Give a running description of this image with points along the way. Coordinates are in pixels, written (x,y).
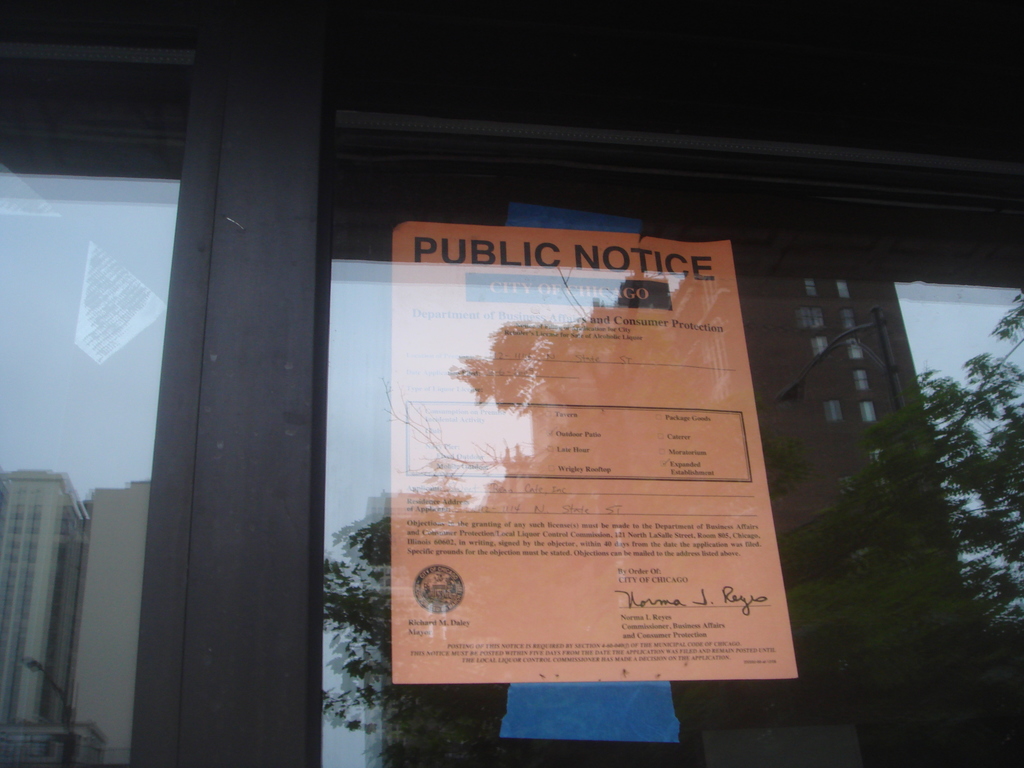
In this image I can see a paper (504,450) sticked to the transparent glass (864,636). And on the transparent glass (374,418) there is a reflection (418,388) of building (35,557), trees (967,481) and the sky (48,371).
